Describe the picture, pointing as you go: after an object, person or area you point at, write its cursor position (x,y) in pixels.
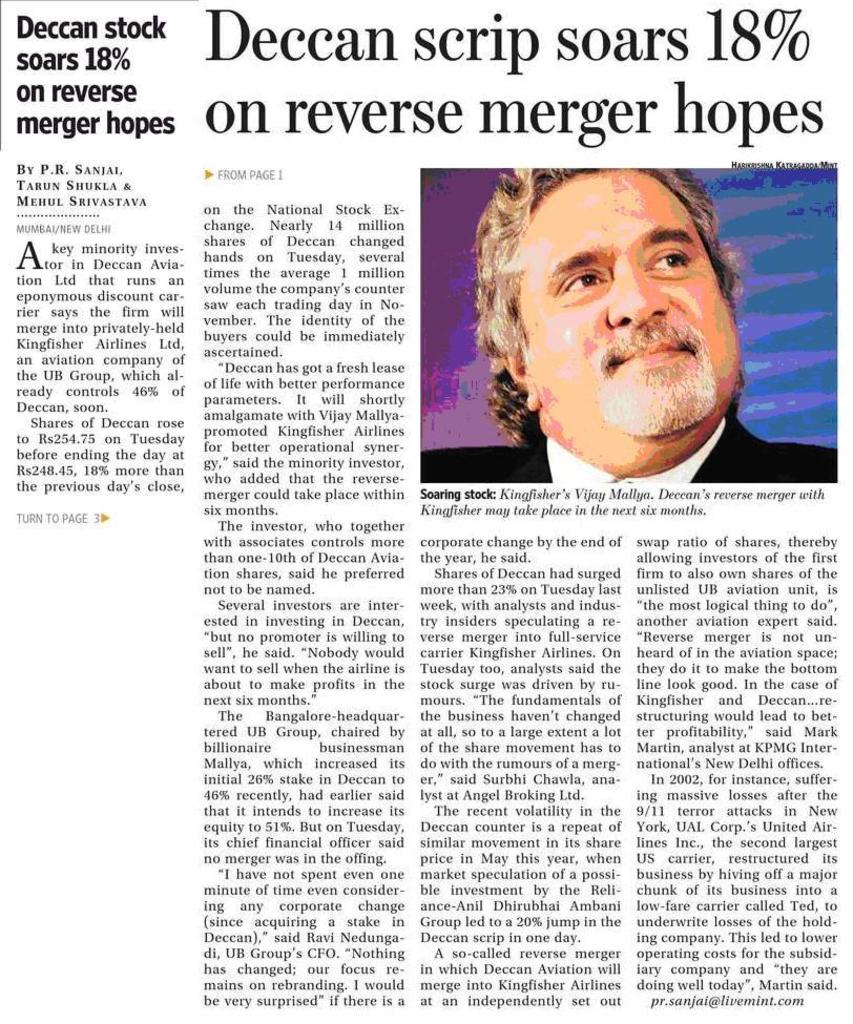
In this image we can see a poster (328,712) with text (223,223) and image of a person (636,298).
